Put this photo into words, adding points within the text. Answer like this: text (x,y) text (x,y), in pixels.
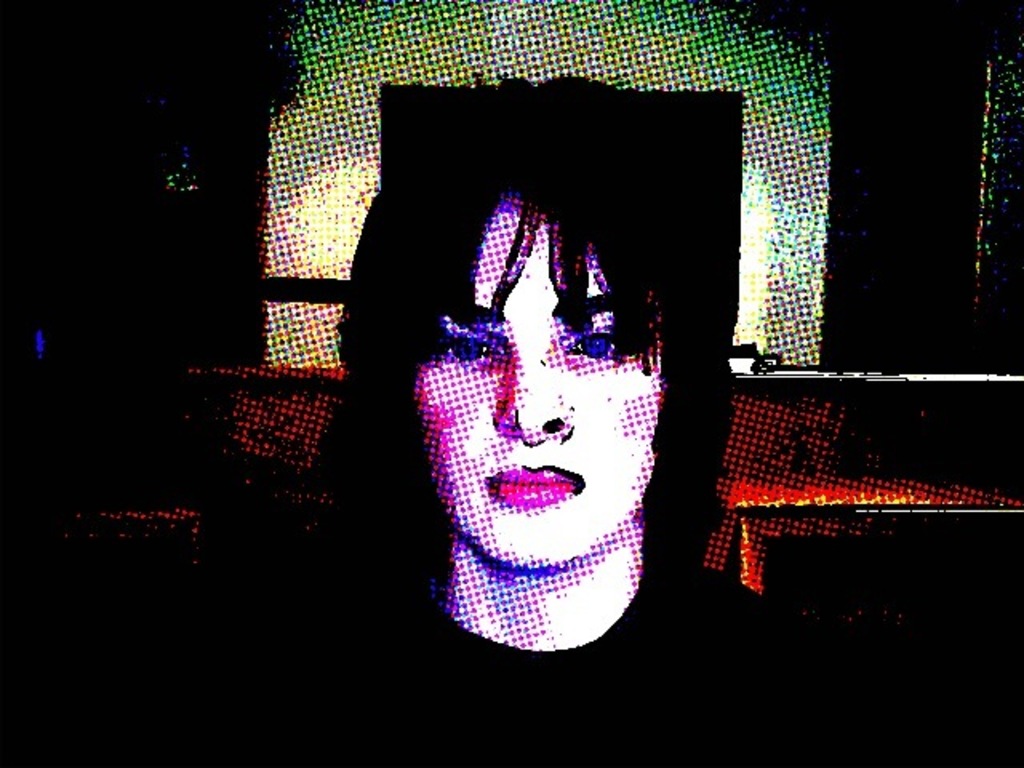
This is an edited image, we can see a person (429,625) and behind the person (410,378) there is a dark background (125,174).
